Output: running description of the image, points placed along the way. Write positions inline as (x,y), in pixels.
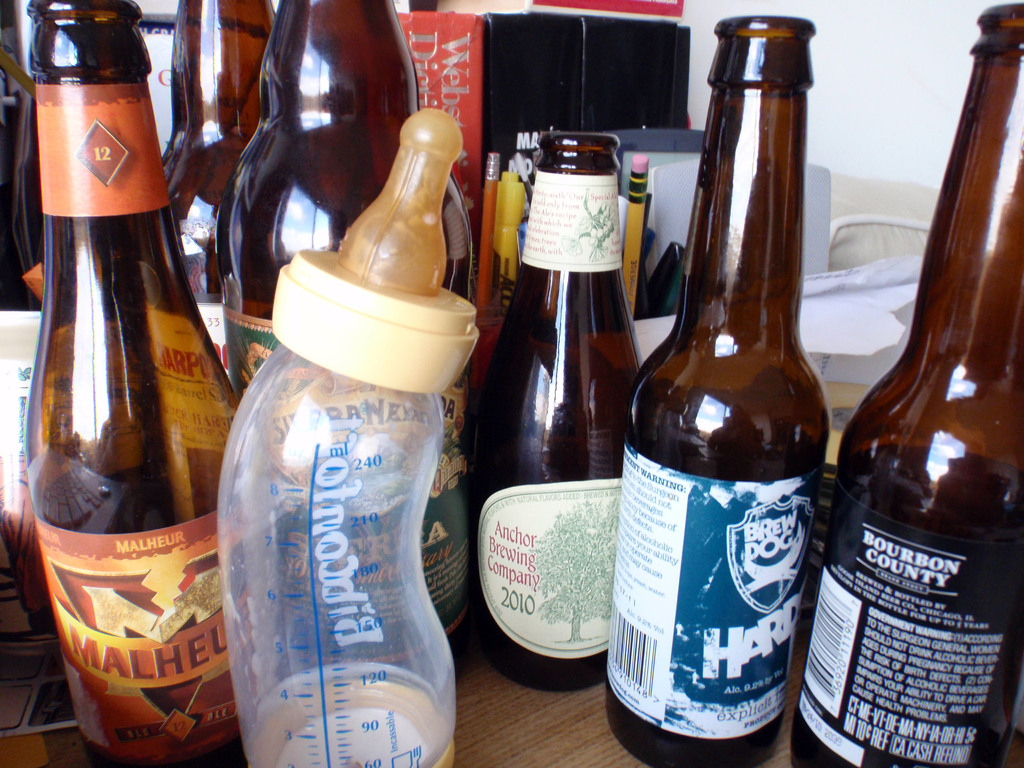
This picture shows bottles (612,358) on the table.
